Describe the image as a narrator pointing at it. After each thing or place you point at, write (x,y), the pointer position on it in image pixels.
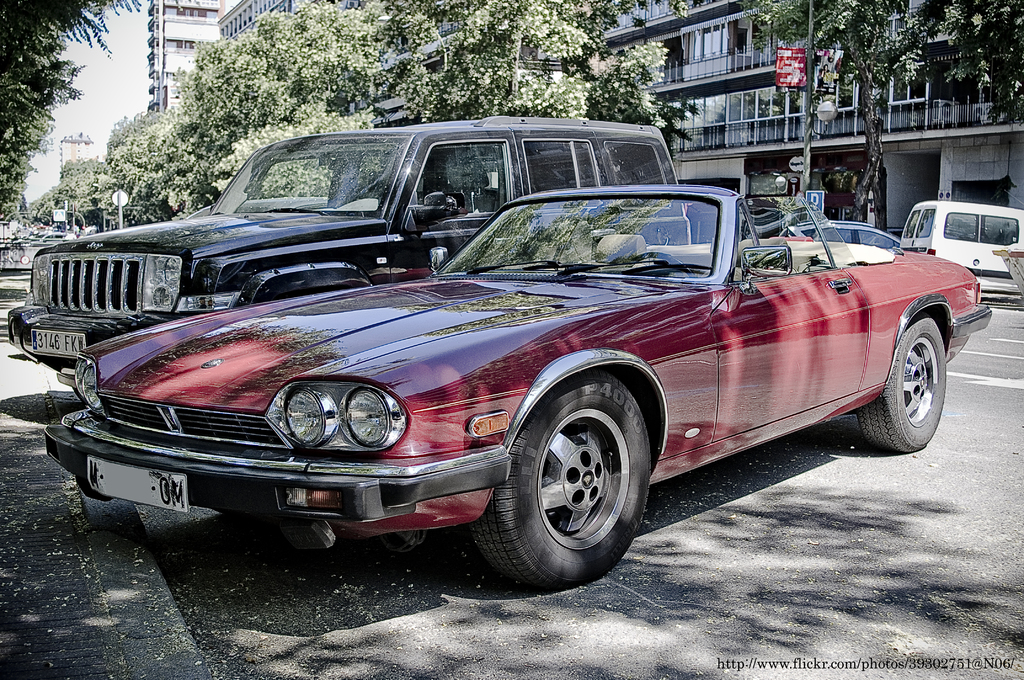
In this picture there are vehicles (463,346) on the road (1018,355) and there are buildings (949,161) and trees (160,200) and poles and there are boards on the poles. At the top (124,65) there is sky (106,73). At the bottom (812,517) there is a road (822,479). At the bottom right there is text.
